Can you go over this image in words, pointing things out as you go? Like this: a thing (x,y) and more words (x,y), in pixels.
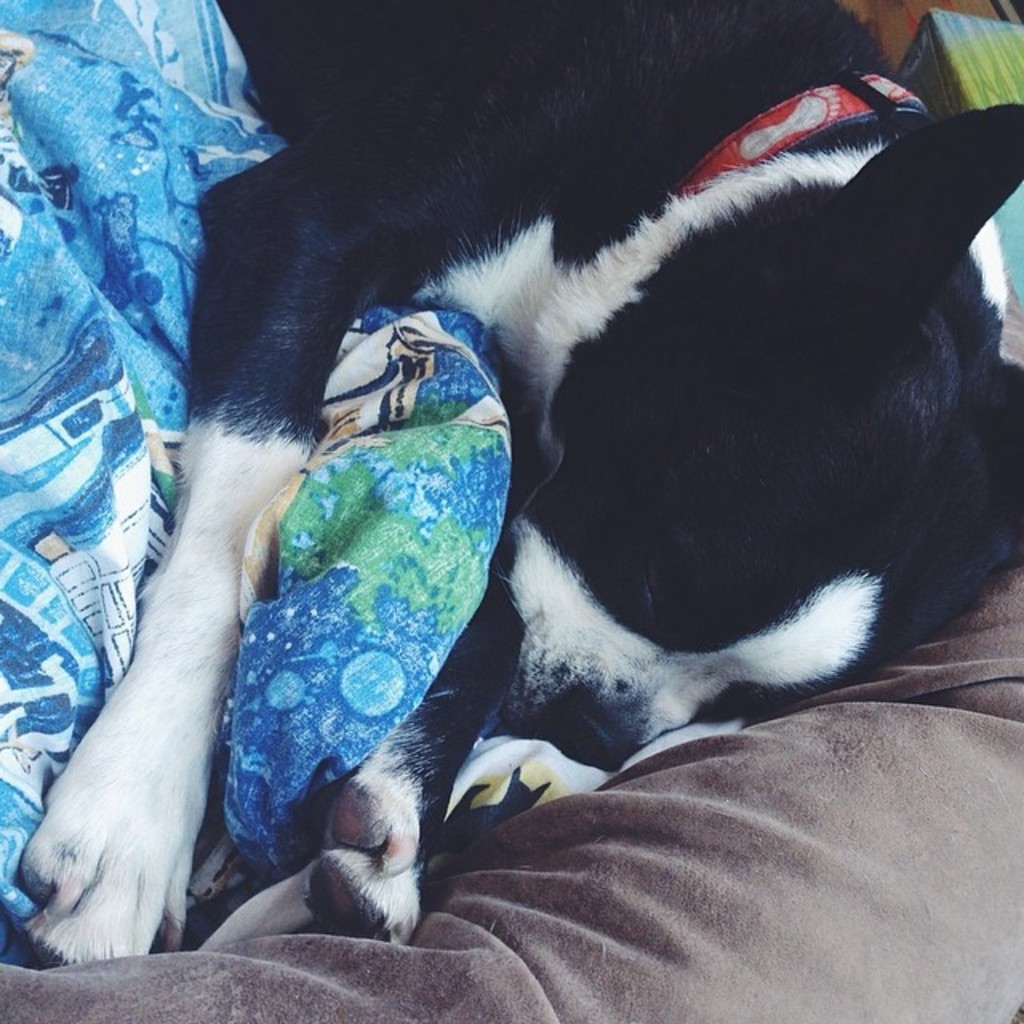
In this image I can see a black and white colour dog (464,179). I can also see this dog (831,148) is wearing a red colour belt (874,113) around the neck (826,154). Under the dog (474,214) I can see a blue and white colour cloth (377,562). On the bottom side of the image (753,751) I can see a cushion like thing (567,911).
